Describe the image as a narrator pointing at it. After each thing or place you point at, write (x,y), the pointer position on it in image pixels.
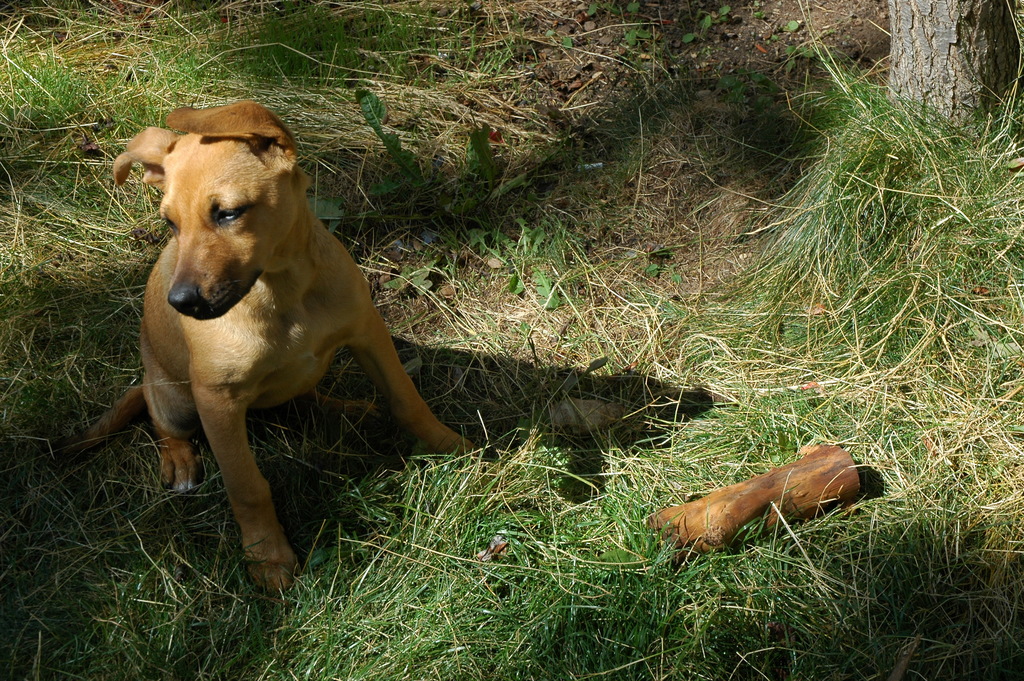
This image is taken outdoors. At the bottom of the image (626,550) there is grass (759,219) on the ground (549,167). On the left side of the image (238,374) there is a dog (238,374) sitting on the ground (122,122). On the right side of the image (903,70) there is a bark (907,34) of a tree (927,40).
